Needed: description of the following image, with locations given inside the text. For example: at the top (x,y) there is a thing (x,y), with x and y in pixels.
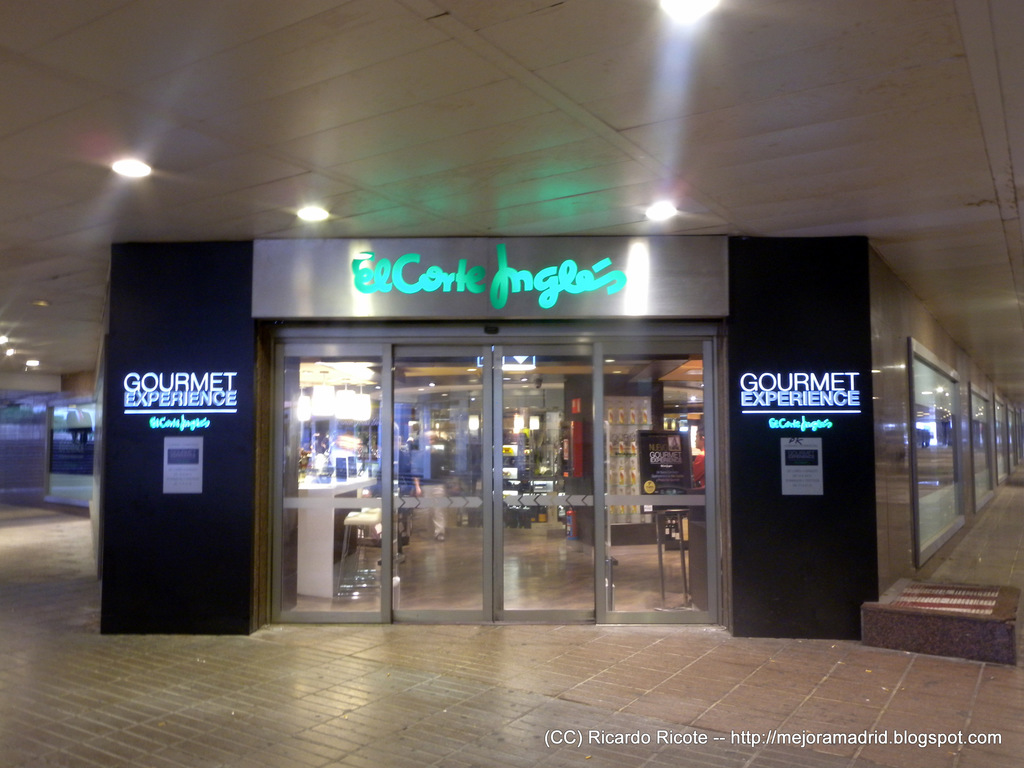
In the image there is a store (865,392) in the front (609,499) with glass door (549,525), there are lights (660,213) over the ceiling (214,203).
